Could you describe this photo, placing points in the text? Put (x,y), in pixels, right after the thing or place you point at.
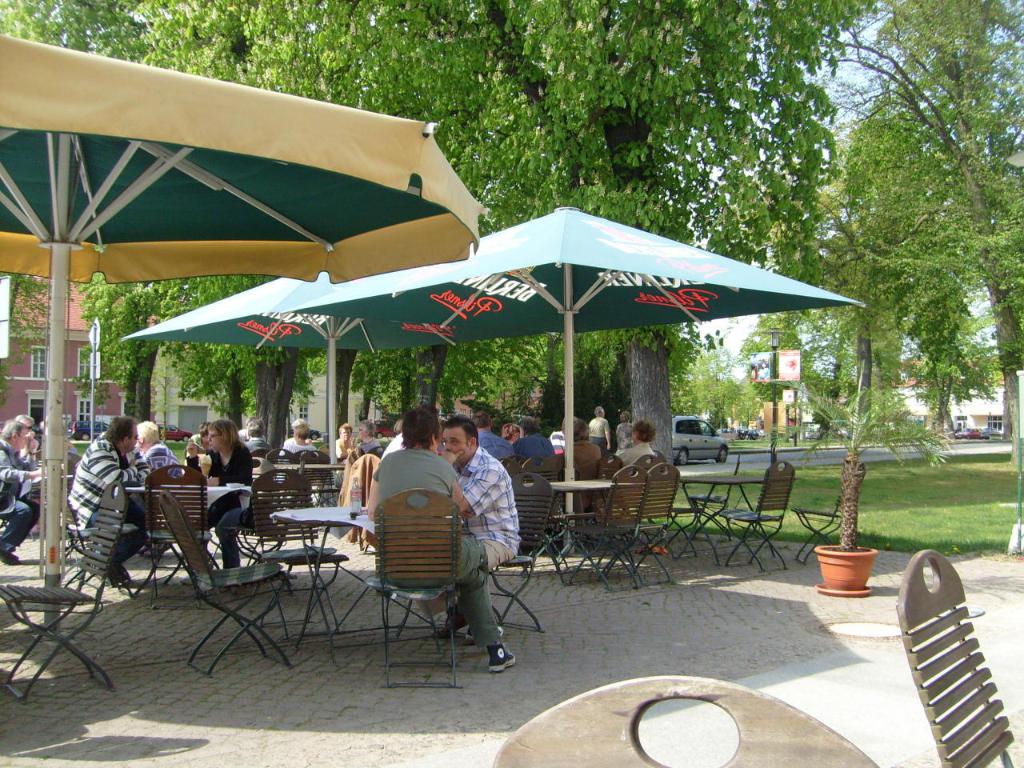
In the center of the image (475,460) we can see persons (150,459) sitting on the chairs (430,503) under umbrellas (365,277). In the background (727,420) we can see trees (722,420), car (723,443), road (721,464), buildings (36,318) and sky (736,328).
